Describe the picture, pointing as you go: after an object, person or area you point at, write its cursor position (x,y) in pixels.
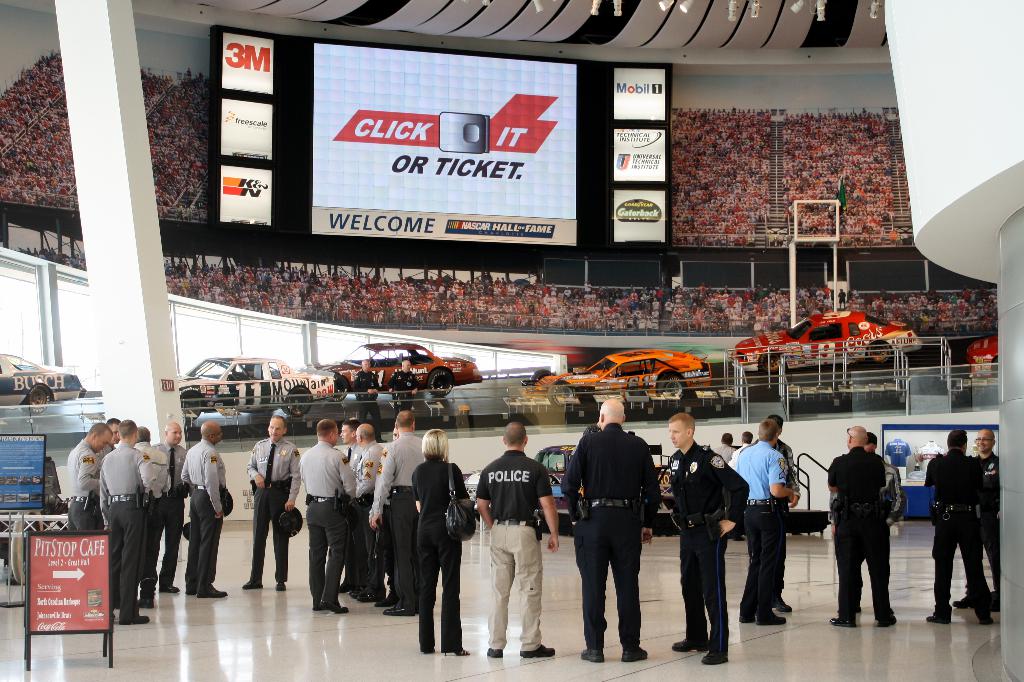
In this image we can see some policemen (606,524) standing on the floor (932,533) and at the background of the image (677,392) there are some vehicles (617,382) displayed and there are spectators (811,132), projector screen (483,182).
